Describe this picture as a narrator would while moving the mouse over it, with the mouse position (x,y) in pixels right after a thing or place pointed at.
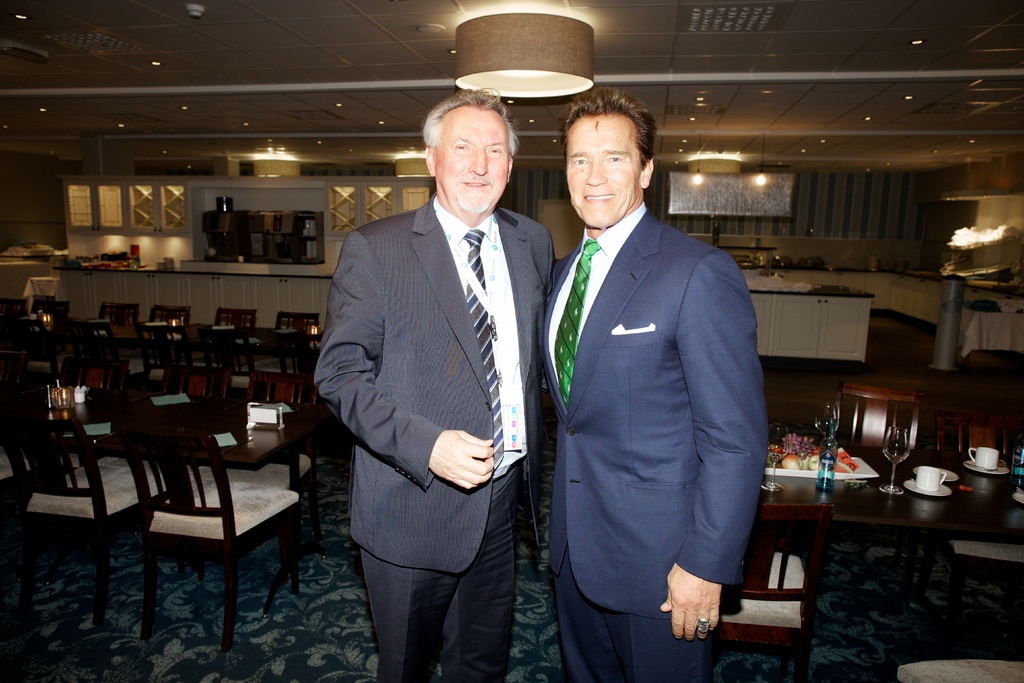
In this image we can see two persons (482,206) are standing on the floor (843,377), and at back (938,469) here is the table (878,473) and cups (925,473) and some objects (894,444) on it, and at back here is the table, and at above here are the lights (504,71).
